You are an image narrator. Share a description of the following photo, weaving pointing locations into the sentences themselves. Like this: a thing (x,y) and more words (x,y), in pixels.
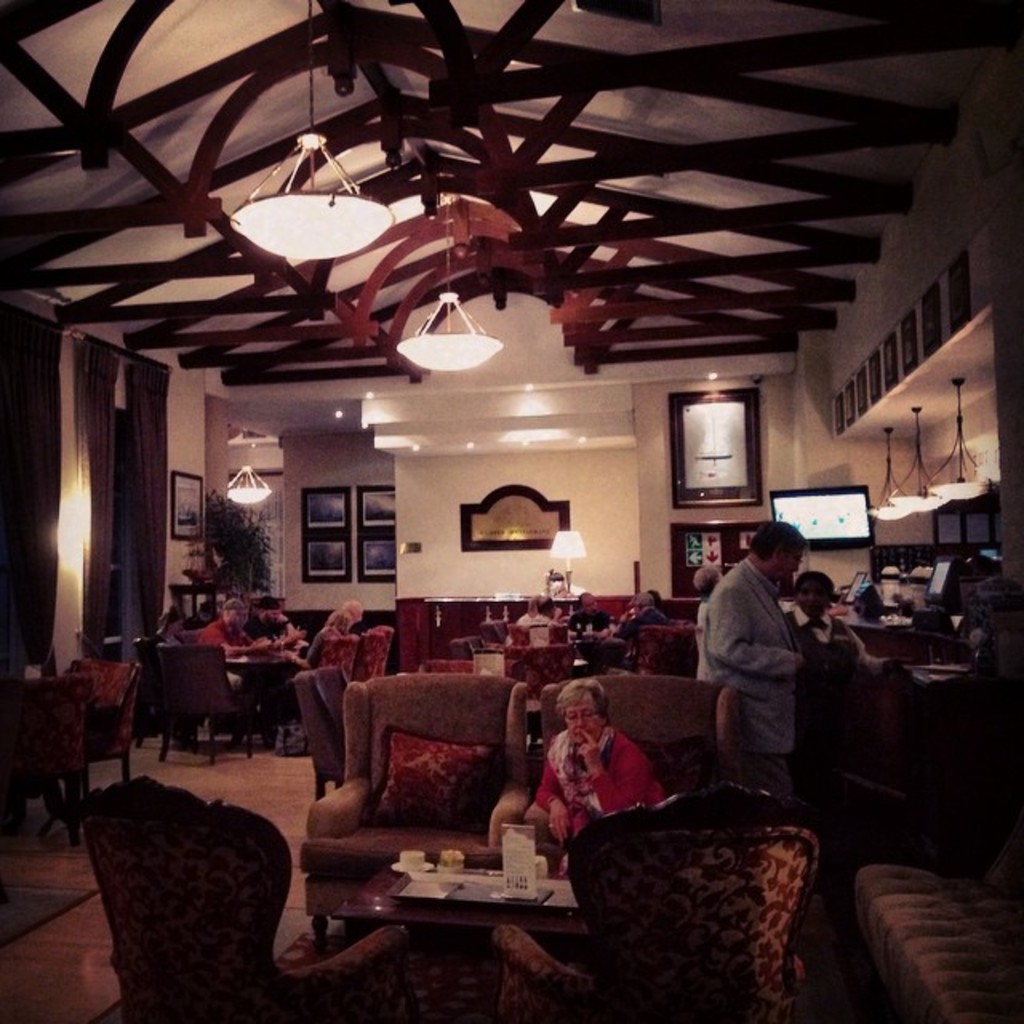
There are few people (275,634) sitting on the chairs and few people (778,664) standing. I can find empty chairs (373,676). This is the cushion (449,788). This is a table (407,909) with some objects (474,881) on it. These are the ceiling lights (307,244) hanging to the rooftop (418,184). I can see a house plant (242,541) here. This is the photo frame (190,490) attached to the wall (186,456). These are the curtains (143,496) hanging to the hanger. I think this is the screen (824,514) attached to the wall (828,478). This is a monitor screen (940,573) on the desk (950,622).
